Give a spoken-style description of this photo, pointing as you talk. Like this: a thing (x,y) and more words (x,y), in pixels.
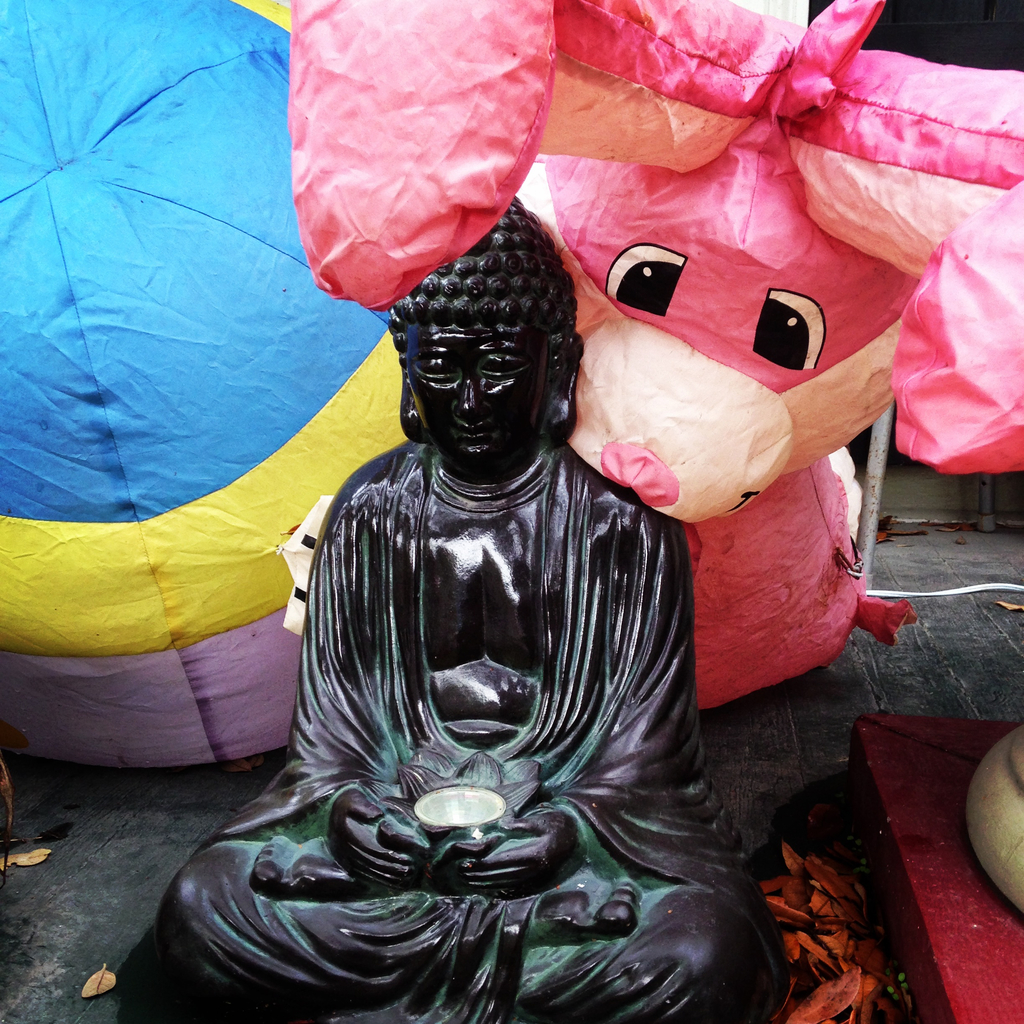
In the center of the image (480,492) we can see the sculpture (468,529). we can also see the balloon toys (770,407), rods (865,538), dried leaves (829,893), path (88,867) and also some other object (1000,805) on the right (990,771).
